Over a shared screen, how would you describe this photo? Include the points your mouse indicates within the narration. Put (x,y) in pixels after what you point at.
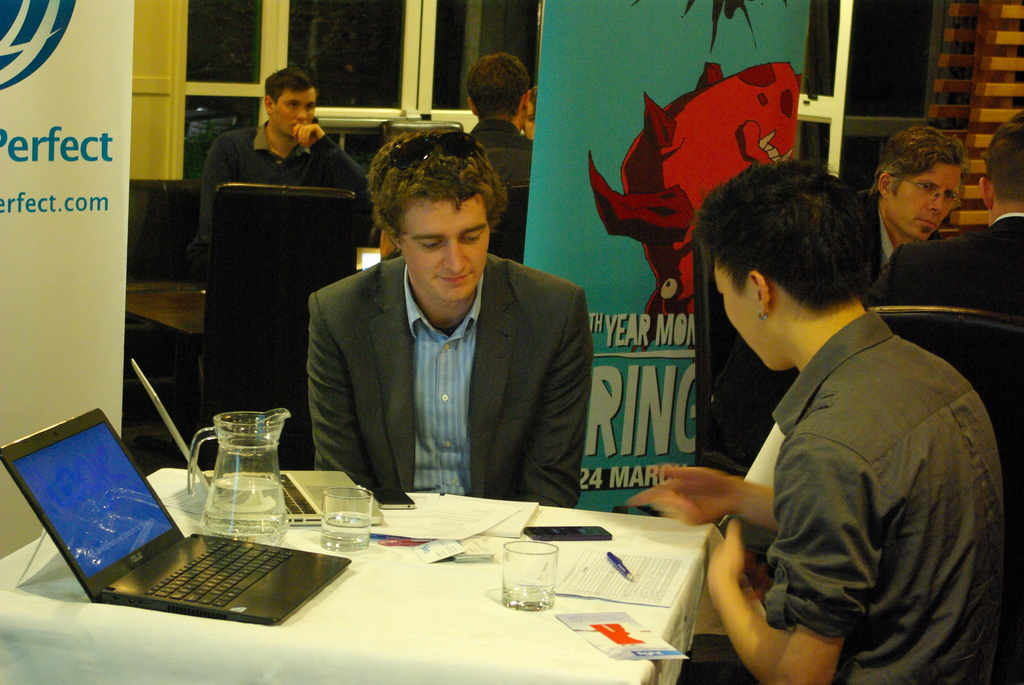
In the picture it looks like an expo and there are different tables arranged in a room (1002,79) and in front of one of the table (219,676) there are two men (461,385) sitting and talking to each other, on the table (301,534) there are two laptops (250,557), a jug (234,469), two glasses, some papers (507,524) and mobile phones (550,526). Behind these two people (725,198) there are two banners (616,109) and in the same way there are some other people (947,296) sitting around them, in the background (458,44) there are many windows (835,59) and doors (857,50).
